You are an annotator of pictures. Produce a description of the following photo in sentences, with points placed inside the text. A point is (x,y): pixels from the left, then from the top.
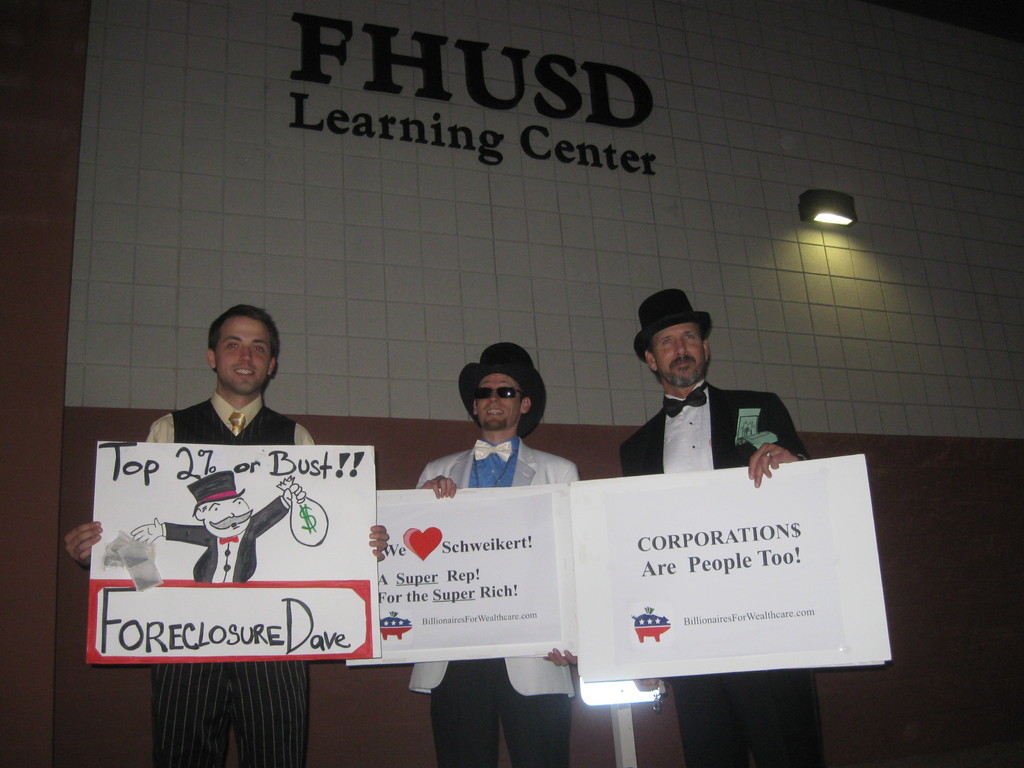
In this image I can see three persons (487,381) standing and holding few boards (245,452). The boards (317,547) are in white color, background (919,237) I can see a wall (172,140) in white color and something written on the wall (483,170) and I can see a light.
